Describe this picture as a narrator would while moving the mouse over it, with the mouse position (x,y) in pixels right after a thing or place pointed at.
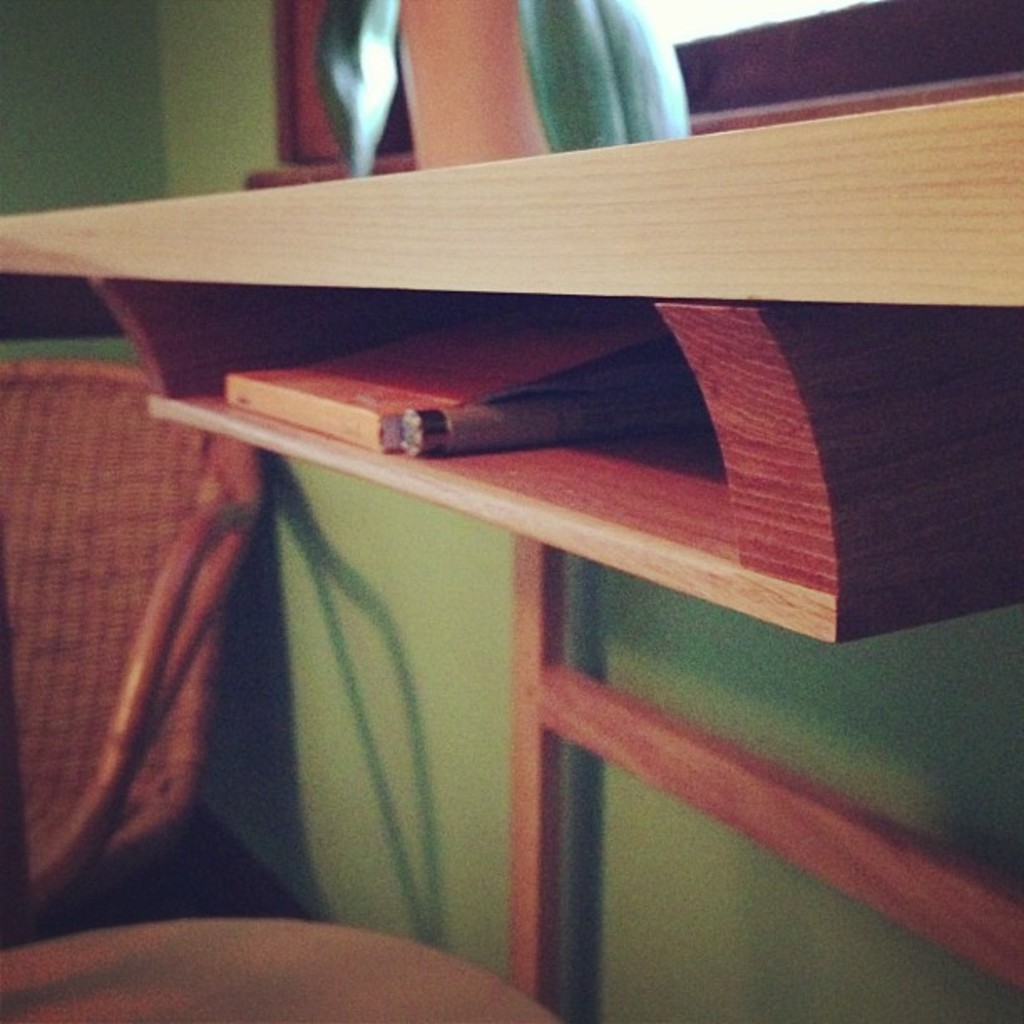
In this picture we can see shelves (547,492), book (367,410), pen (437,428), chair (182,561), table (465,238), wall (496,569) and some objects (459,63).
